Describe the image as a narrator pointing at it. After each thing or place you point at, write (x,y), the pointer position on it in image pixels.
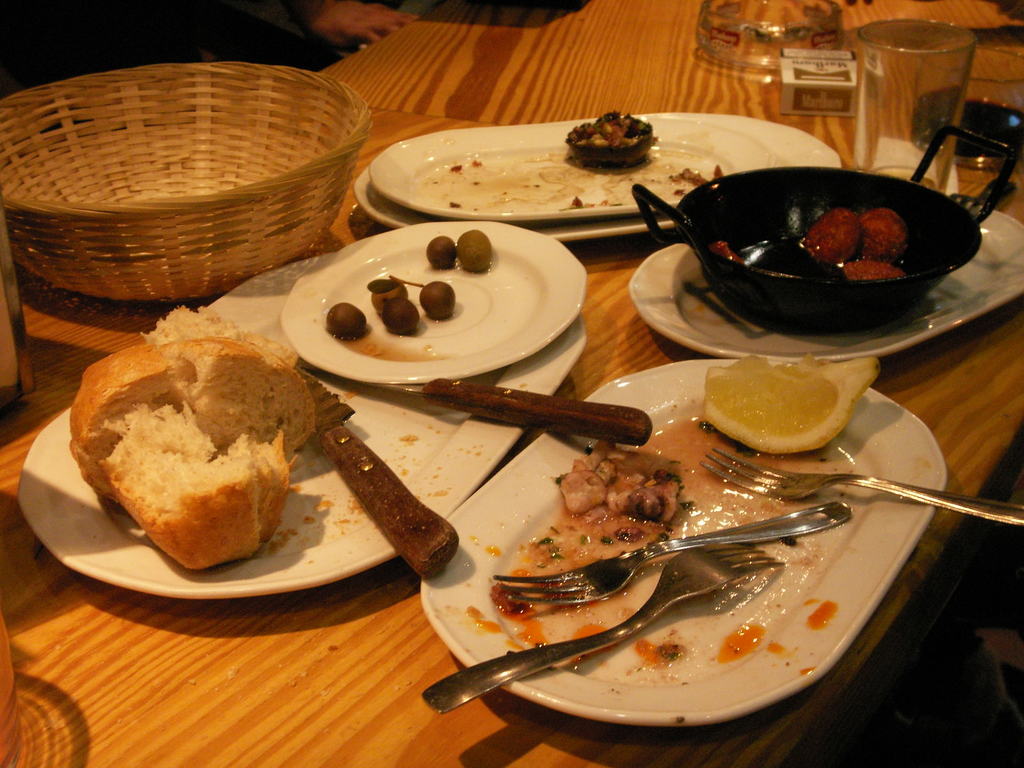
In this picture there is some food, bread (166,449) with knife (527,413) and fork (696,563) in the white plates (712,640) placed on the table top (348,672). On the left side (246,98) there is a wooden basket (185,164) on the table (386,673).
